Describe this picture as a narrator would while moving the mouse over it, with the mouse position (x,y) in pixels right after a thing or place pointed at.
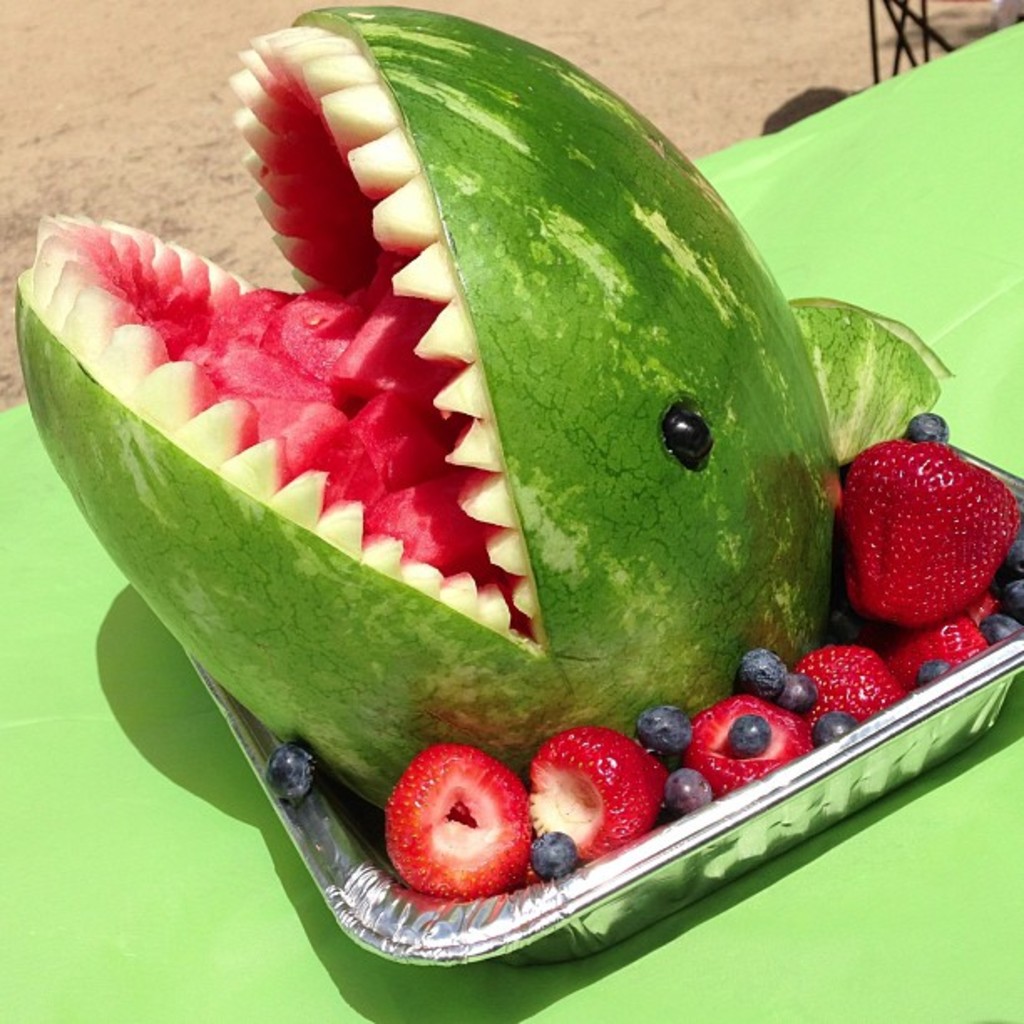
In this picture we can see a watermelon (549,615) cut into the shape of a fish face (330,322) surrounded by strawberries (734,771) and blueberries (310,762) and kept in an aluminium foil container (553,885). Here we can see a green tablecloth (82,682) and sand (117,97).
